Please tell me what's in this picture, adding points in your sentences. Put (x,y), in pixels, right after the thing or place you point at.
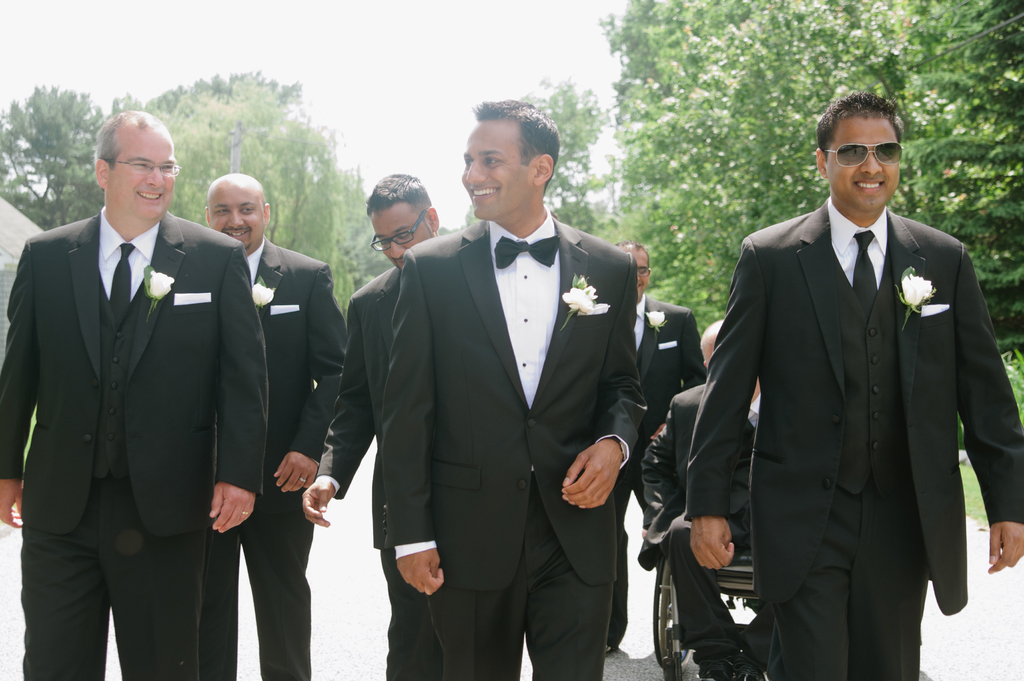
This picture describe about seven man (985,404) wearing black color coat (490,320) with tie (535,252) and white flower (586,300) on the coat (603,294), smiling and walking on the road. In the background (271,227) we can see some trees (802,35).
